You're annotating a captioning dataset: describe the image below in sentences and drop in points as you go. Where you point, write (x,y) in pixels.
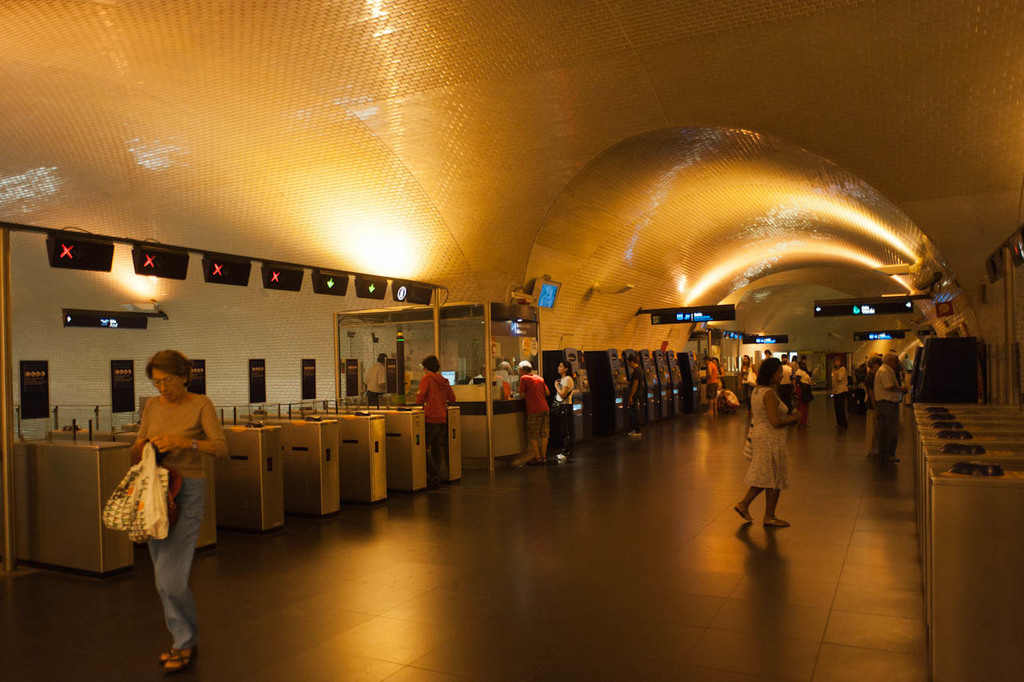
In this picture there is a woman (171,393) who is wearing spectacles (170,380), t-shirt (179,436), watch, jeans (168,582) and sandals (181,665). She is holding a bag (141,483) and mobile phone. On the right (740,504) there is another woman (774,445) who is walking near to this table (939,463). In the back (890,373) i can see many people (834,386) were standing near to the ATM machine (657,383). At the top of the roof (698,280) i can see some sign boards (882,311).
